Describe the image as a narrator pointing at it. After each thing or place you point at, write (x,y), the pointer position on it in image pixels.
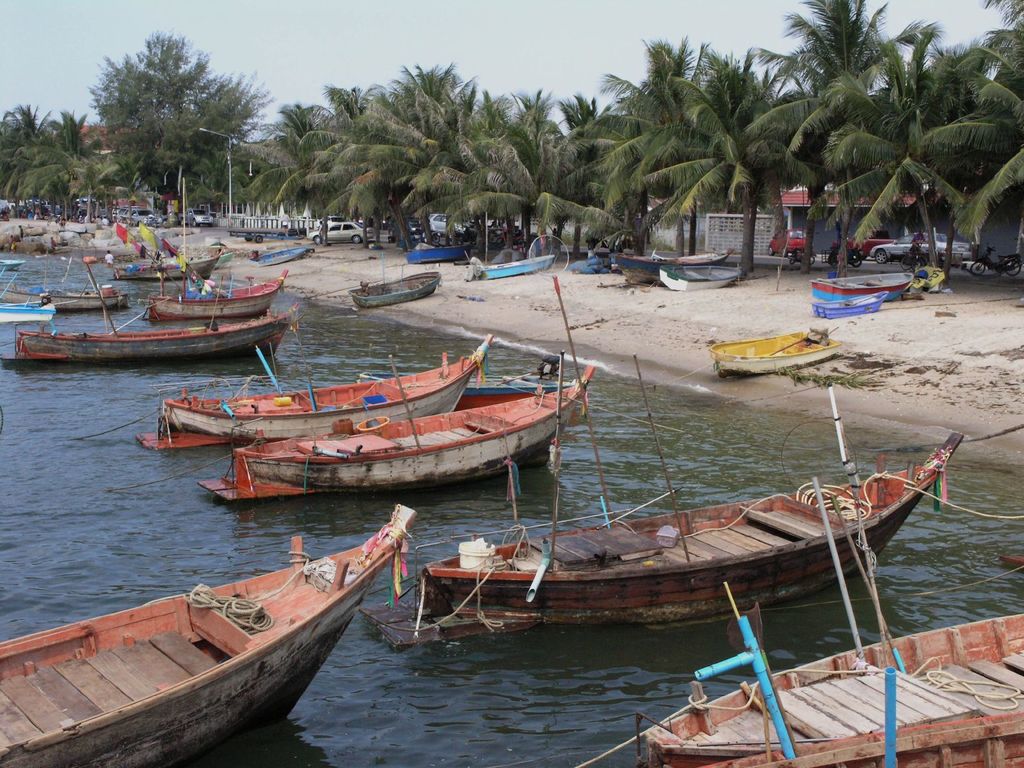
In this image few boats (39,318) are in the water (470,526). Few boats (771,347) are on the land (773,325) having few vehicles (857,256) and trees (319,164) on it. Right side (780,248) there are few bikes (907,262) and car (879,248). Behind there is a house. Few persons (27,218) are on the land (54,235). Background (848,246) there are few trees (1023,148). Top of image (429,38) there is sky (397,38).
